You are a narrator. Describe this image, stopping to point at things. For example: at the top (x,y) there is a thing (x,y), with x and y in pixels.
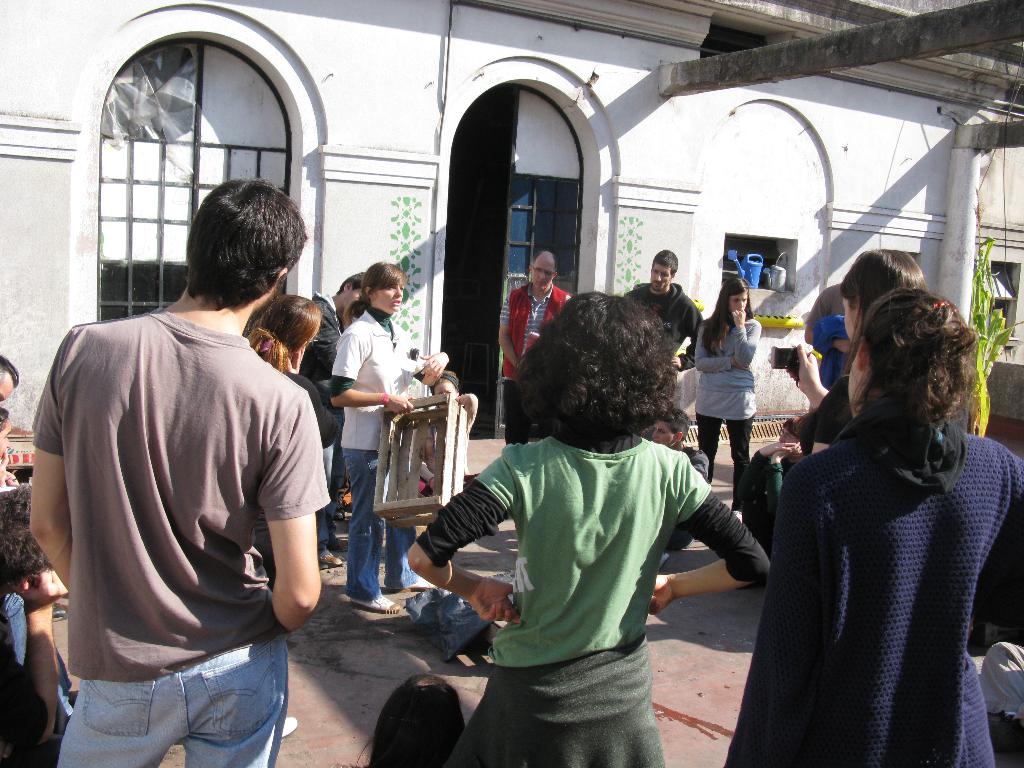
Here in this picture we can see number of people (328,323) standing on the ground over there and in the middle (372,403) we can see a woman (406,403) holding something and performing, as the other people (169,473) are watching and behind them we can see a building (317,237) present and we can see a windows (248,166) and door (450,217) present over there, on the right side (979,429) we can see a plant (992,303) present over there.
